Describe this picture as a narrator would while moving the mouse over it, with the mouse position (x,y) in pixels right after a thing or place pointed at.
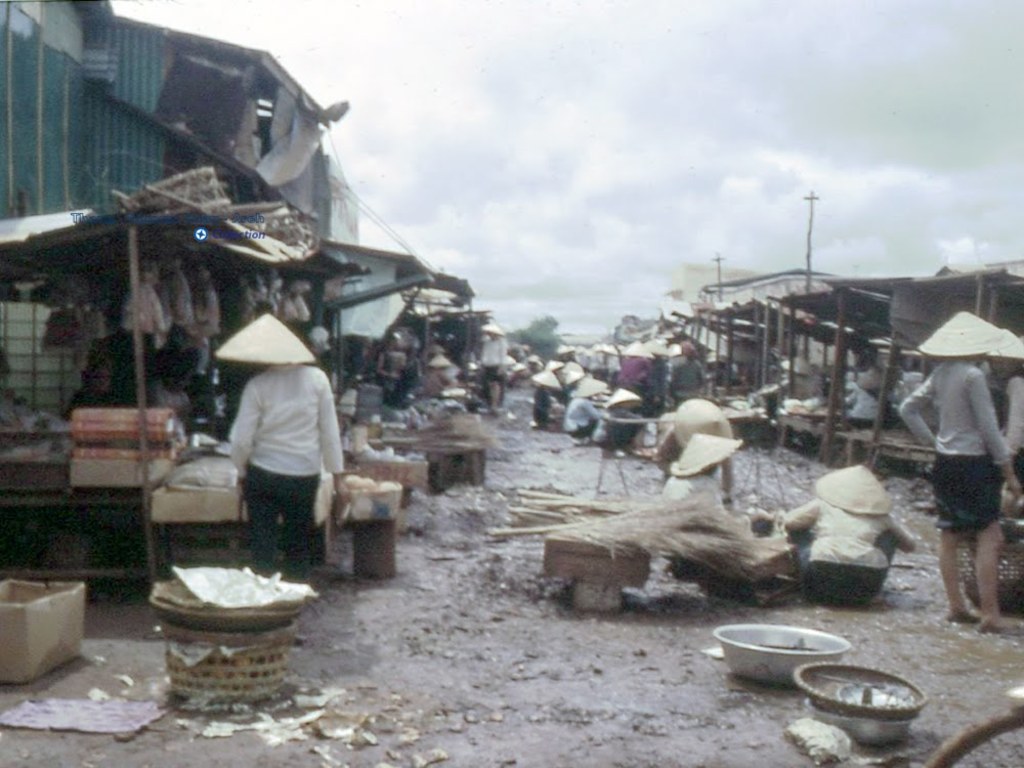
In this image we can see stalls (394,312). There are people (434,358) wearing hats (698,454). At the top of the image (487,111) there is sky (615,125). There are electric poles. At the bottom of the image (618,729) there is road (586,681). There are objects (728,640).
